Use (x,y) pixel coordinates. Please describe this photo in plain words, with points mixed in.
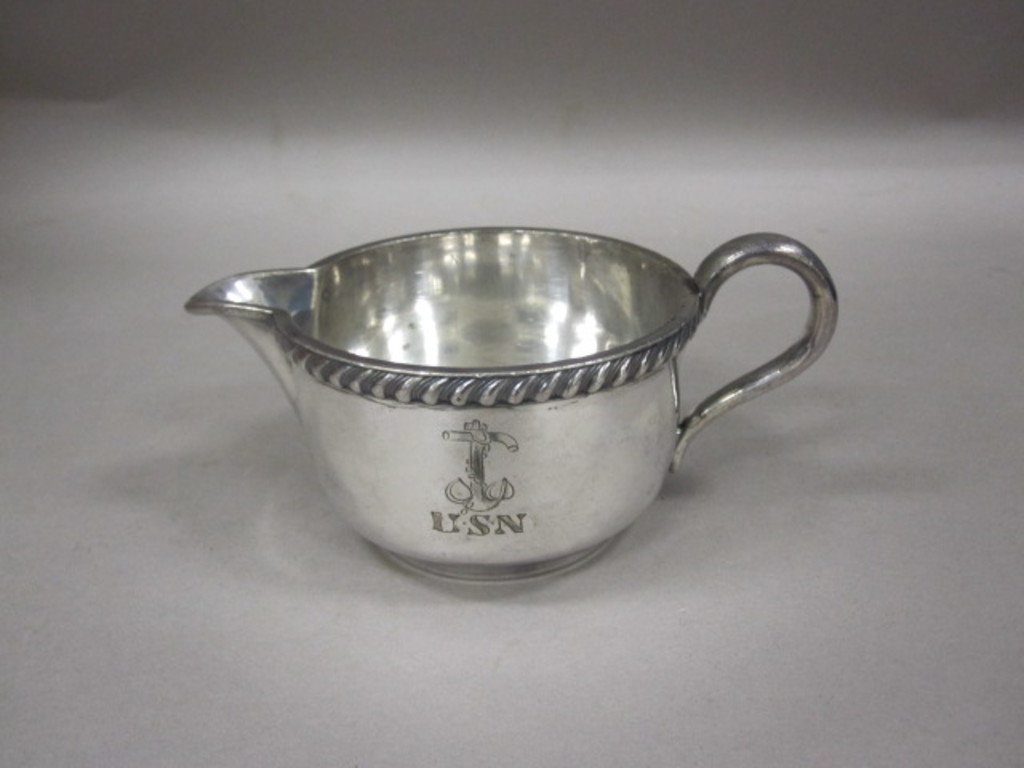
In this image I can see a metal cup (351,289) on a surface (456,602).
